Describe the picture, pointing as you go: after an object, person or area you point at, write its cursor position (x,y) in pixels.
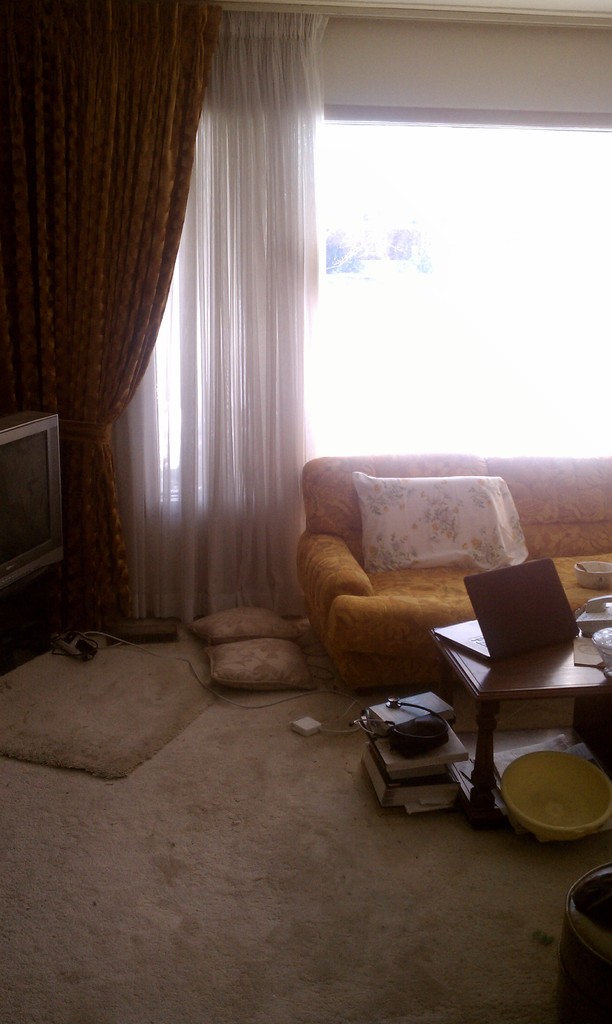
This picture shows a sofa (446,624) and pillow (366,497) and few curtains (164,526) and a television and a laptop (497,652) on the table (469,790).
